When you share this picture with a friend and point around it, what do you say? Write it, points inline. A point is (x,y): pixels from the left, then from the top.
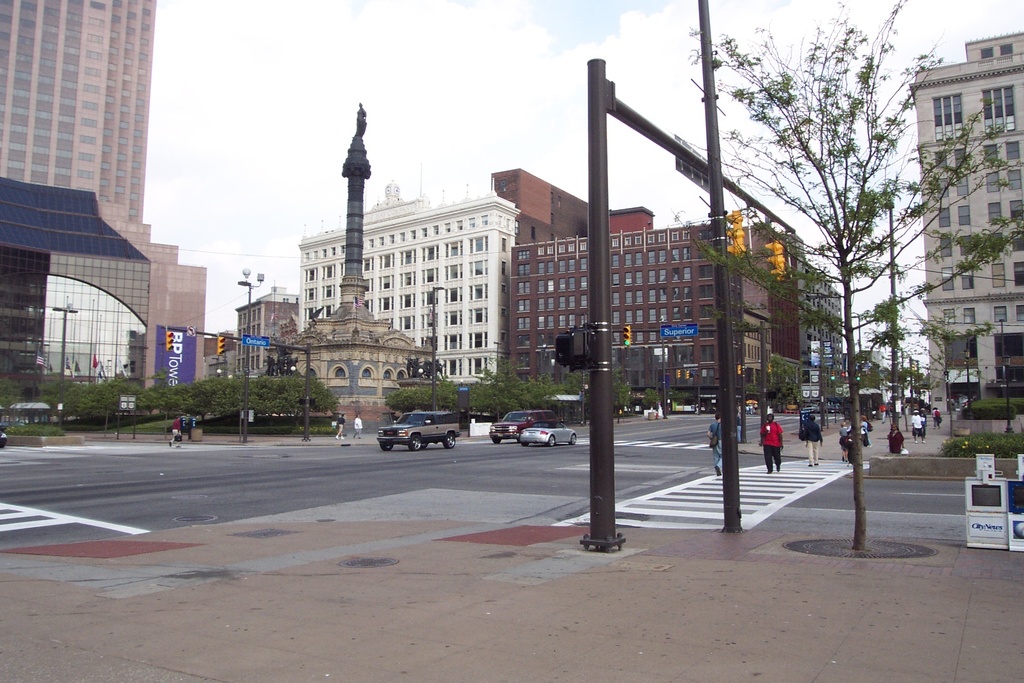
This image is clicked on the road (323,503). At the bottom (462,615) there is a walkway (698,580). There are poles (610,365) and trees (859,548) on the walkway (515,558). Beside the walkway (781,541) there is the road (466,460). There are vehicles (451,434) moving on the road (409,459). There are people (768,449) walking on the zebra crossing (740,474). On the other side of the road (806,460) there are buildings (469,240), sculptures (359,143), trees (217,397), poles (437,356) and boards (124,407). At the top (423,10) there is the sky (503,19).
